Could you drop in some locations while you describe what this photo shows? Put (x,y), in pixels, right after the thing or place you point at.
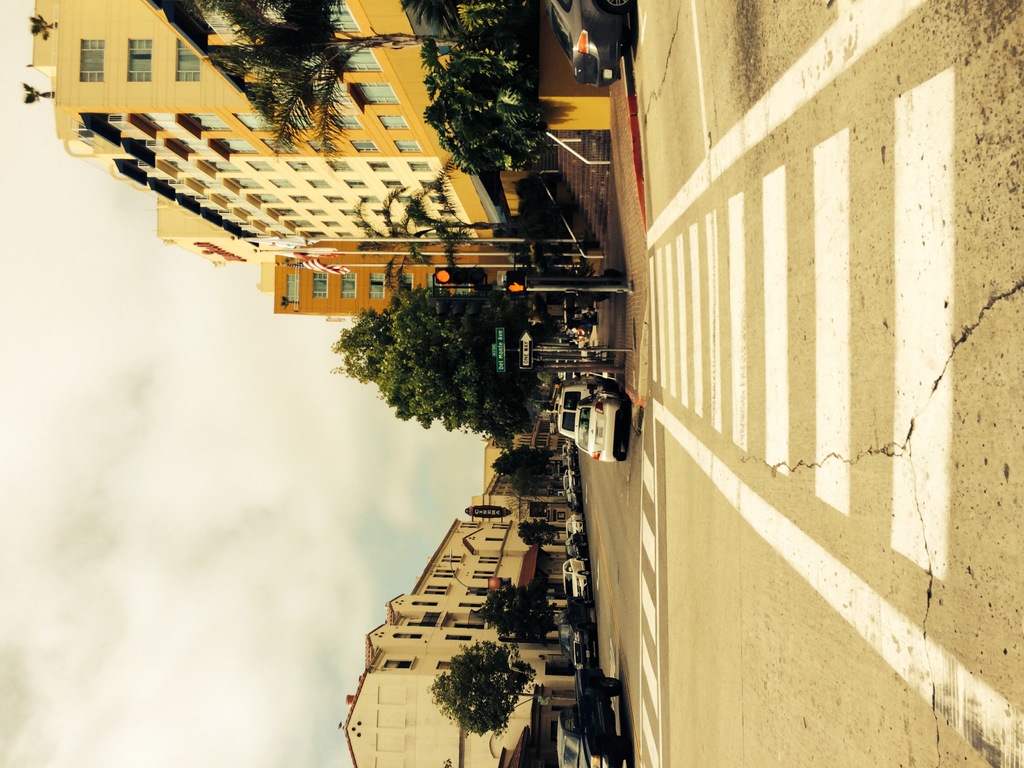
In this image there are cars (577,496) passing on the road (635,544), on the either side of the road (617,563) there traffic lights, sign boards (530,359), trees (525,429) and buildings (555,731).
